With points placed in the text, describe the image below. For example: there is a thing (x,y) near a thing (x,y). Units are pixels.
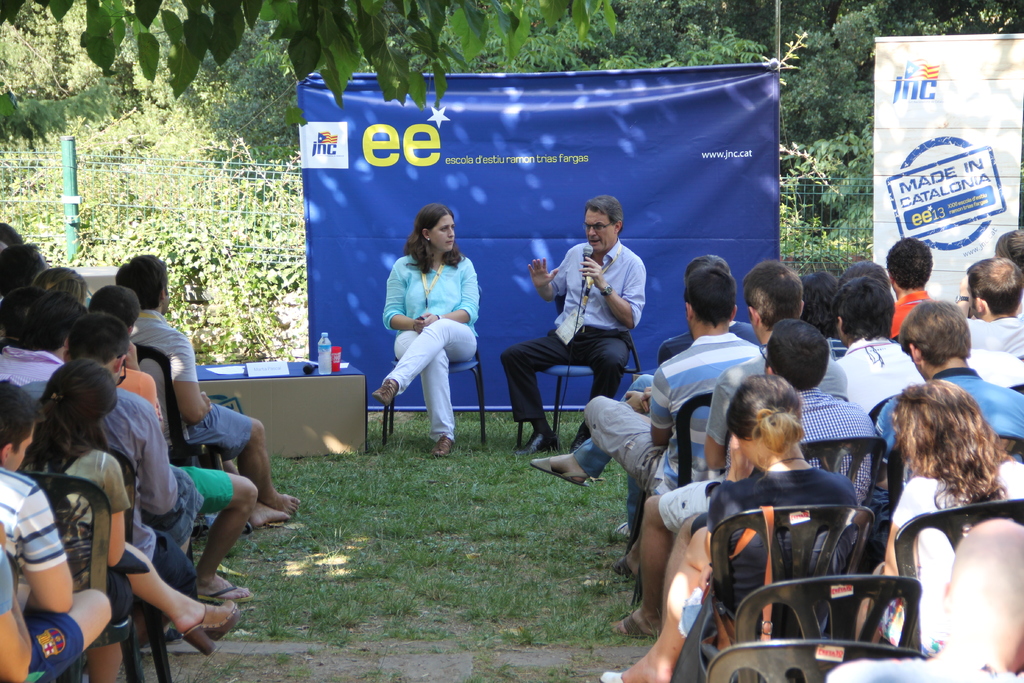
There are groups of people (178,366) sitting on the chairs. This looks like a hoarding (394,190). On the right side of the image (941,142), I can see a banner (970,256). This is the grass (417,522). I think this is a fence (107,206). I can see a table (286,375) with a paper (272,373), bottle (322,364), glass (335,366) and few other things (309,366) on it. In the background (229,146), I can see the trees (685,48).
